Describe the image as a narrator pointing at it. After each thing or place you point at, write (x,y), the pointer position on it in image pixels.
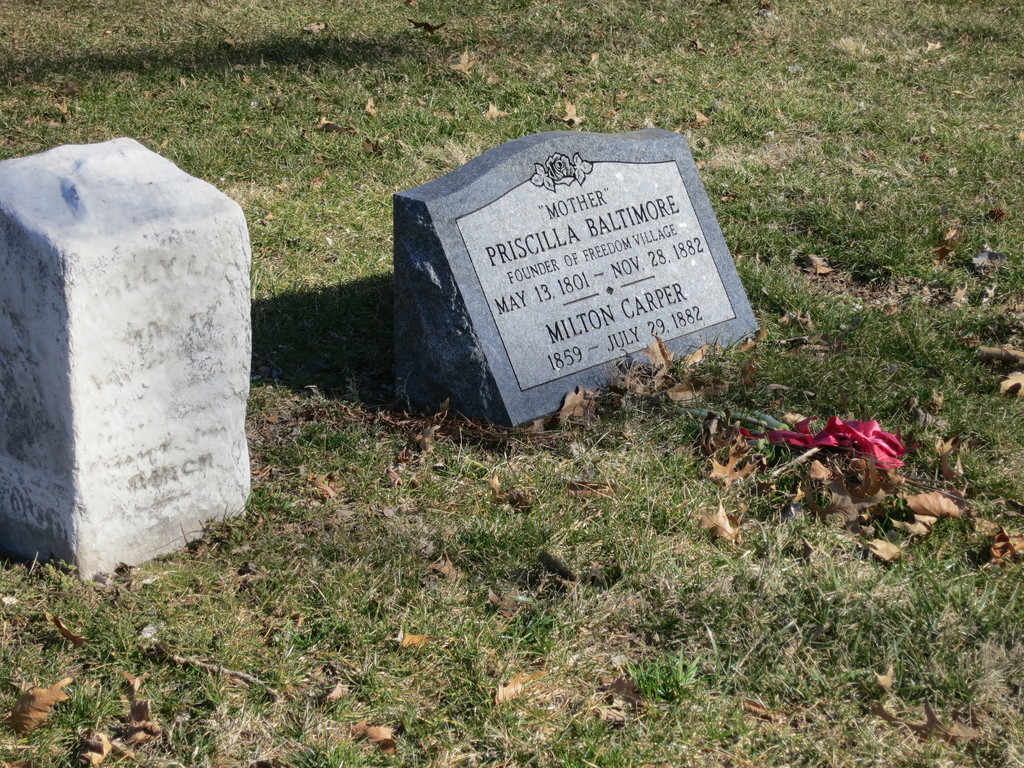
In this picture there are stones (722,252) and there is text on the stones (713,277). At the bottom (561,662) there is grass (775,545) and there are dried leaves (921,525) on the grass (669,741).
